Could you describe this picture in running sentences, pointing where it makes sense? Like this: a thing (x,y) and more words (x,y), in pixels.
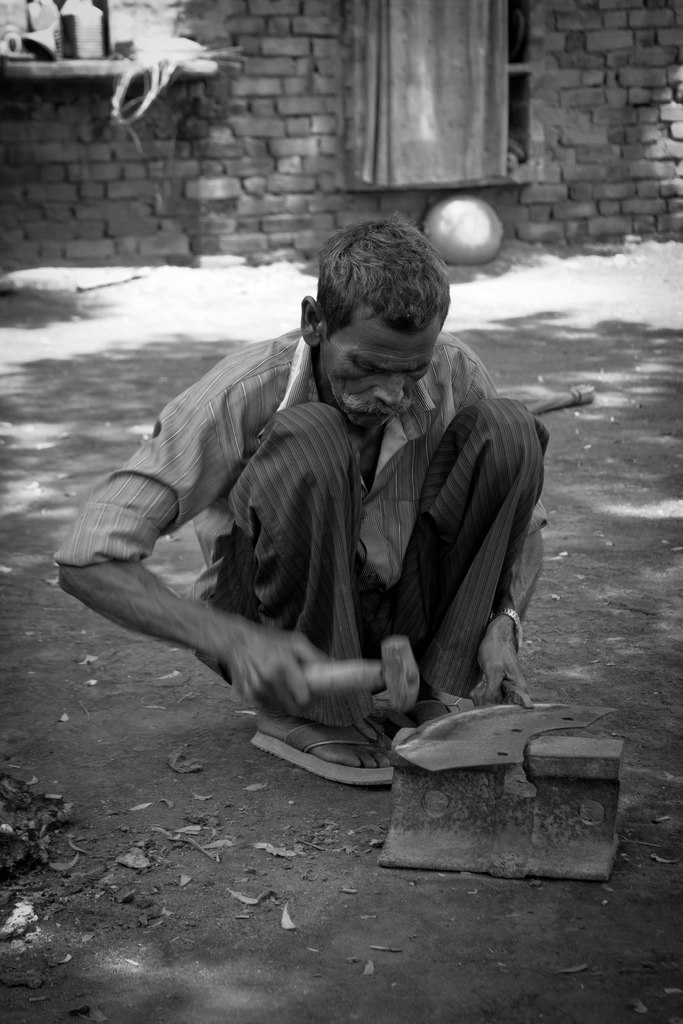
In this image in the center (313,530) there is a person (337,558) holding hammer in his hand (293,658) and there is an object (445,730) in front of the person (327,477). In the background (339,105) there is a wall (297,107) and there is a curtain (446,88) and there are objects (121,54).
